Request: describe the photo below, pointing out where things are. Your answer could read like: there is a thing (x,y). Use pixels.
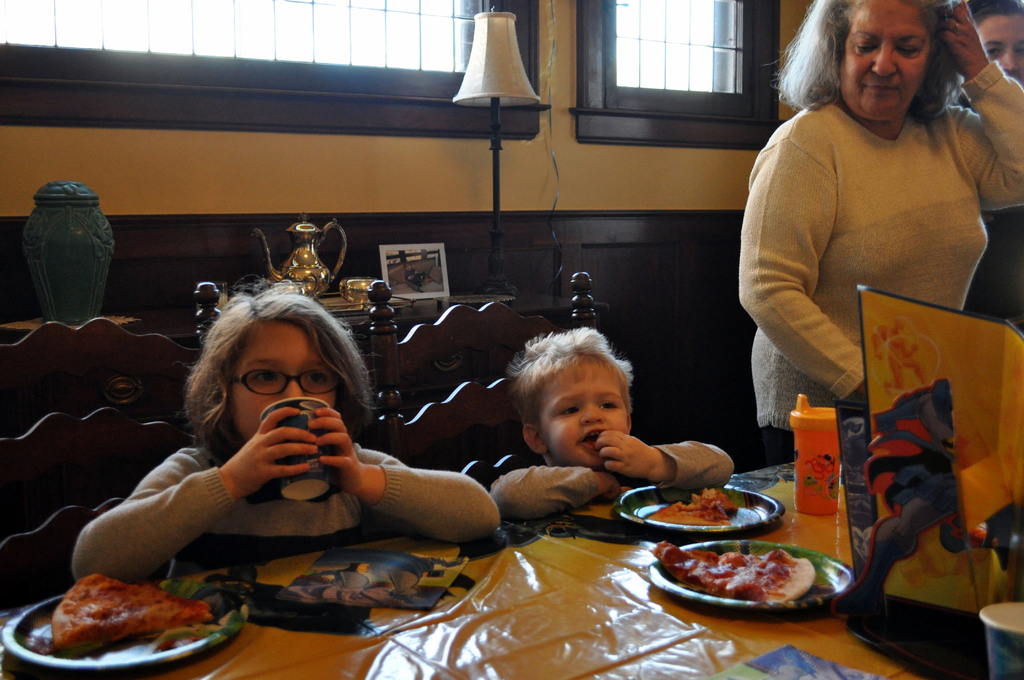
In this image I can see women (885,102) and two children (304,377). The two children (244,413) are sitting on a chair (496,399) in front of a table (650,581). On the table (543,653) I can see few objects (824,556) on it.
